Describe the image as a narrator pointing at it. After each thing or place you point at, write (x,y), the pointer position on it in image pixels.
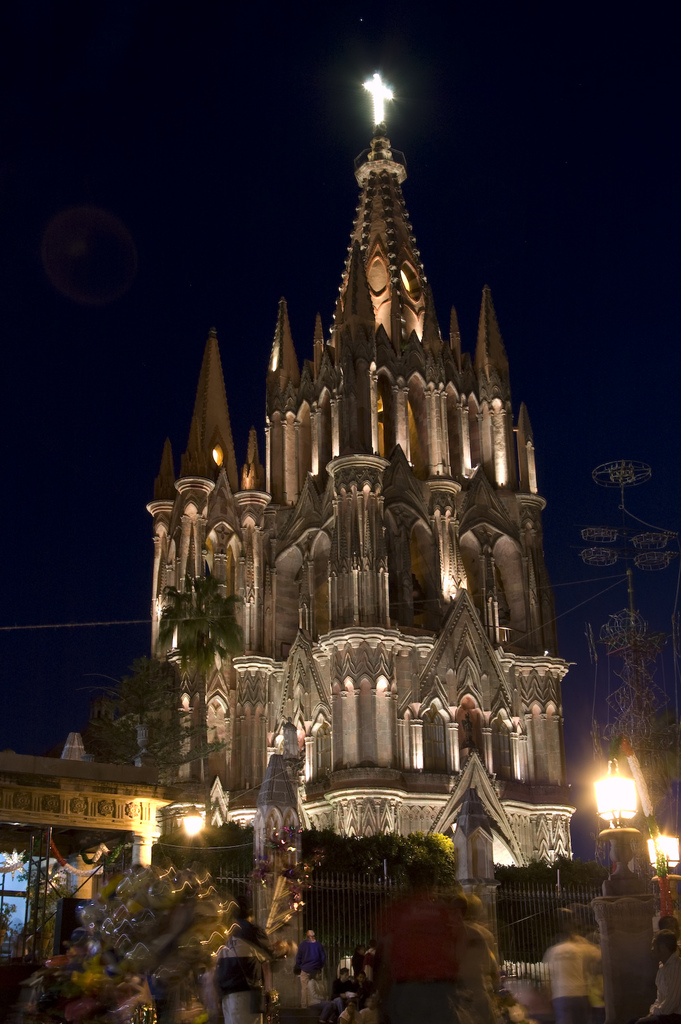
In the center of the image (405,573) there is a tower (402,691) and we can see trees (141,697). On the right (664,843) there is a pole (623,509) and we can see lights (615,812). At the bottom (589,982) there are people (376,947).
